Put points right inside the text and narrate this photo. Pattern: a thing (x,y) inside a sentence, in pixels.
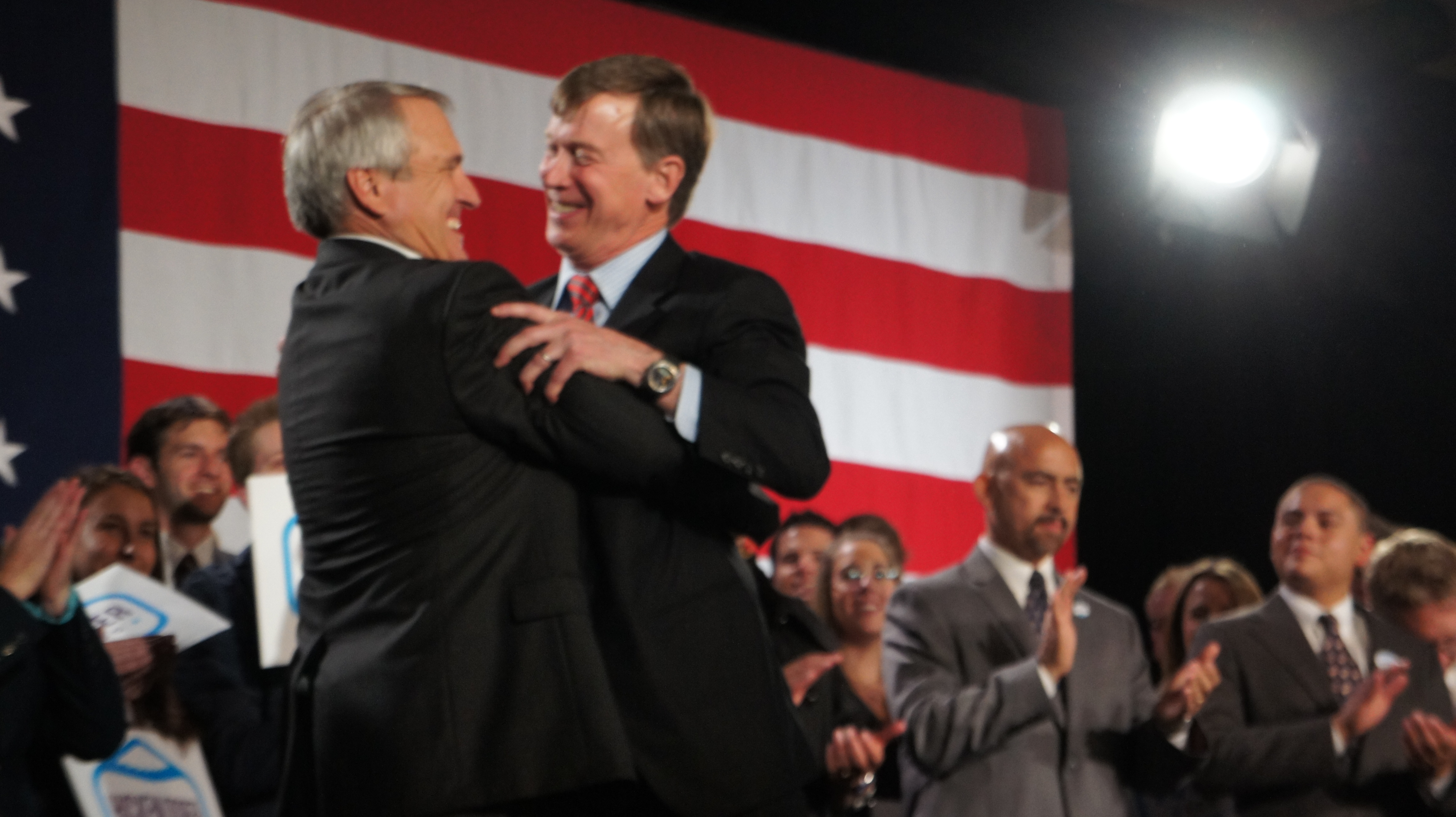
In this image we can see two people (629,480) hugging each other and smiling. In the background (118,516) there are people (1008,658). Some of them are holding boards (179,748). On the right (1203,141) we can see a light (1224,126). There is a flag (857,104).
